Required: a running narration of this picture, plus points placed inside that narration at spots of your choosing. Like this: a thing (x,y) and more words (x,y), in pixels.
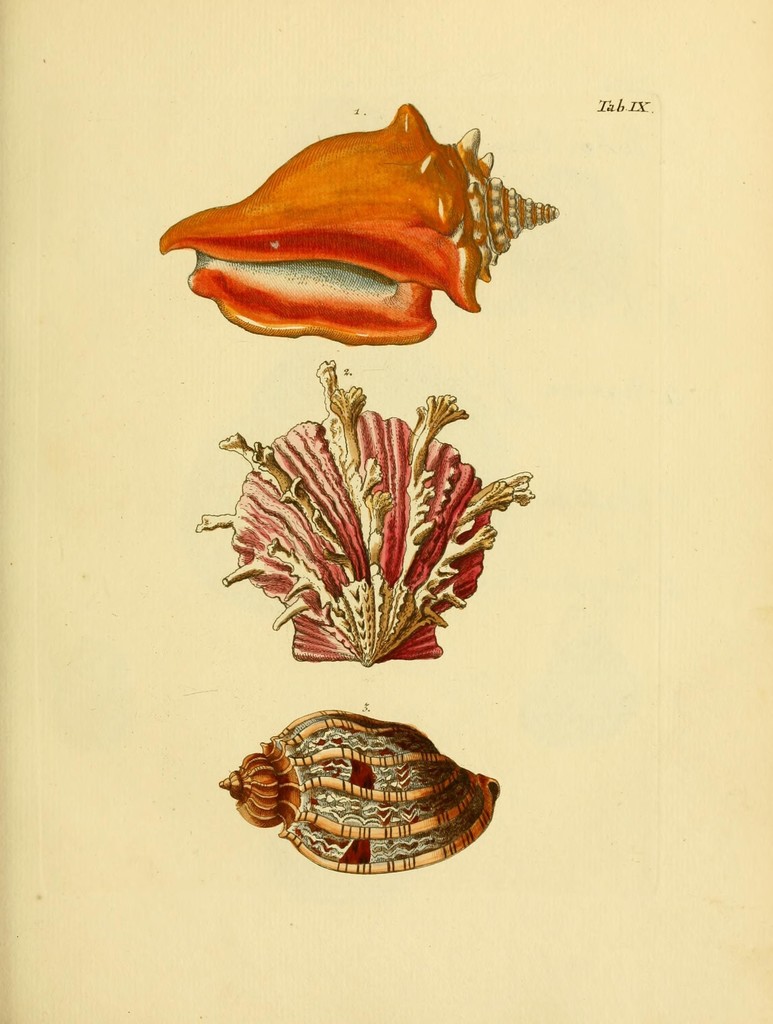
In this image, we can see images (319,317) of some shells (453,568) and there is text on the paper (457,898).
